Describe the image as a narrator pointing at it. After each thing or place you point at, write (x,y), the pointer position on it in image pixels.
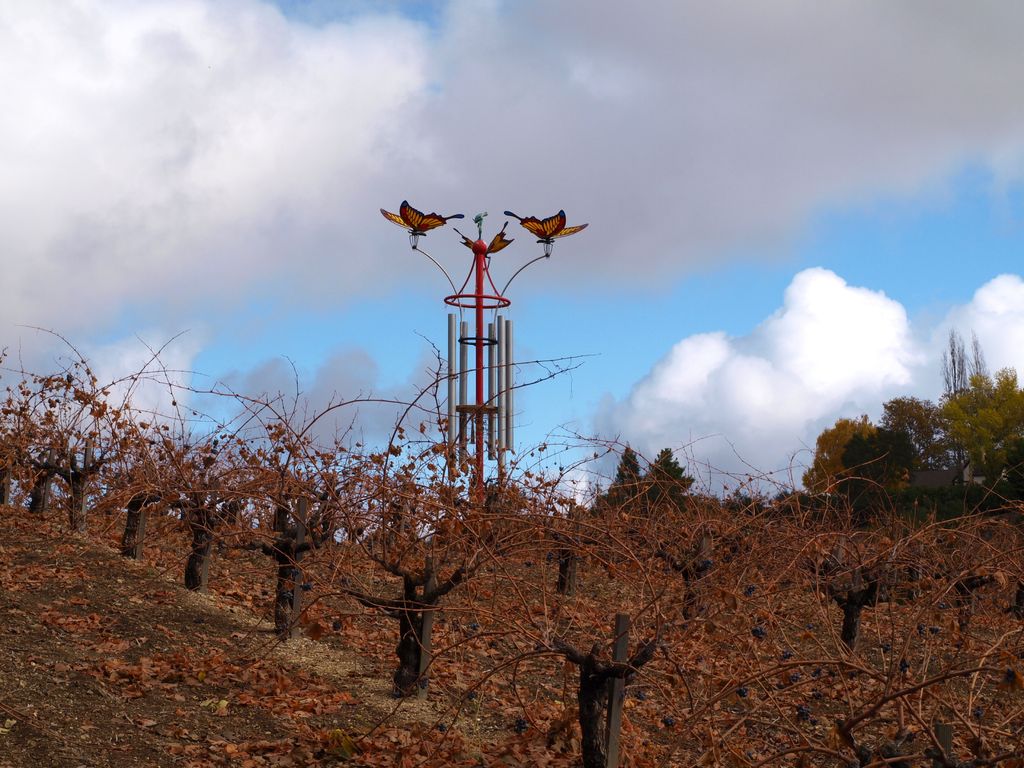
This picture is taken from the outside of the city. In this image, in the middle (510,419), we can see few metal rods (494,364), pole (483,259) and three butterflies (560,233) which are on the rod (510,306). On the right side (1012,385), we can see some trees (1007,386) and plants (1015,752). On the left side (92,382), we can see some trees (26,408) and plants (103,388). At the top (747,25), we can see a sky (736,1) which is a bit cloudy, at the bottom (791,649), we can see a land (735,631) with some leaves (474,641).
